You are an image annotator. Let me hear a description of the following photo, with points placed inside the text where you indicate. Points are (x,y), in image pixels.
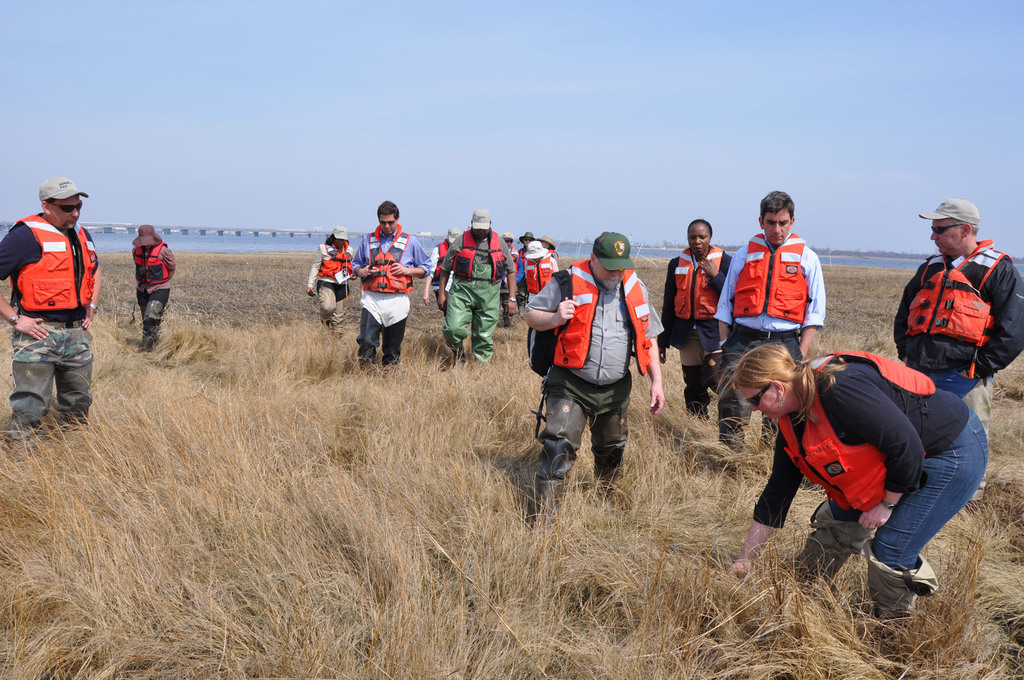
In this picture we can see a group of people (964,243) on the ground (410,494), here we can see dried grass (409,500) and we can see sky (1010,73) in the background (1016,57).
